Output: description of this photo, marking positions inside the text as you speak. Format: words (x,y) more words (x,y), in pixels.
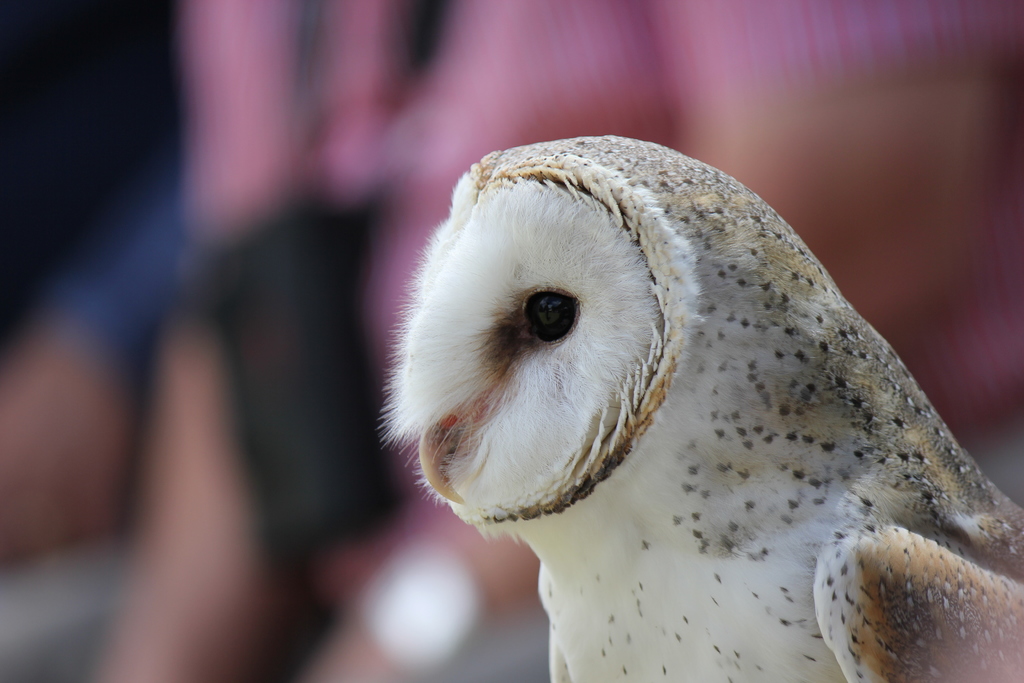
In this image we can see a bird (539,336), and the background (11,264) is blurred.
